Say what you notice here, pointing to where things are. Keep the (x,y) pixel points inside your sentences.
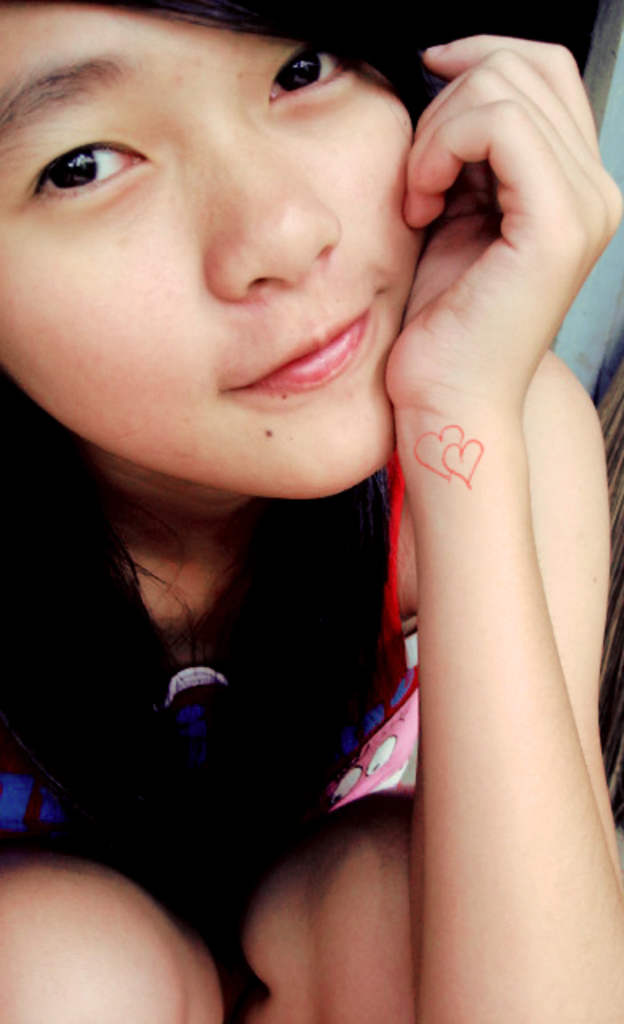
A girl (330,771) is wearing clothes (398,762).
